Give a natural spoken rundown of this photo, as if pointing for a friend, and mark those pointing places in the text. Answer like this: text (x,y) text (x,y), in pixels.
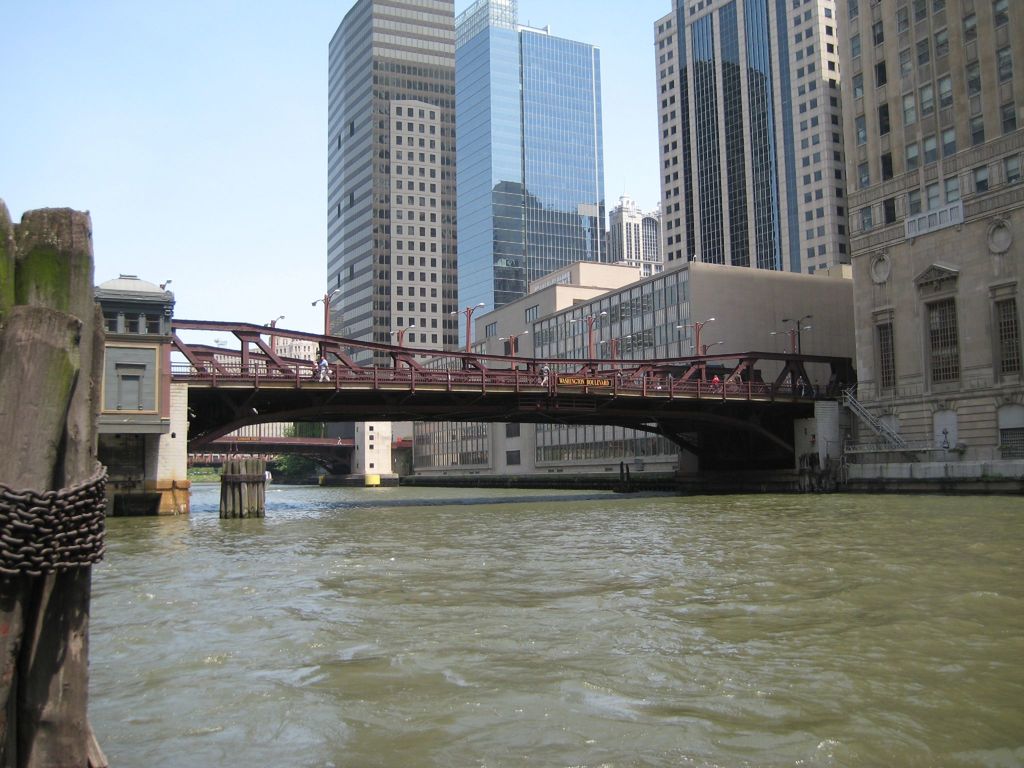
In this image we can see a water body (622,603), chains (89,533) to a wooden log (100,525) and some wooden poles (247,509). We can also see a group of people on a bridge (451,384), a group of buildings (874,383) with windows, the street poles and the sky (324,156) which looks clear.
